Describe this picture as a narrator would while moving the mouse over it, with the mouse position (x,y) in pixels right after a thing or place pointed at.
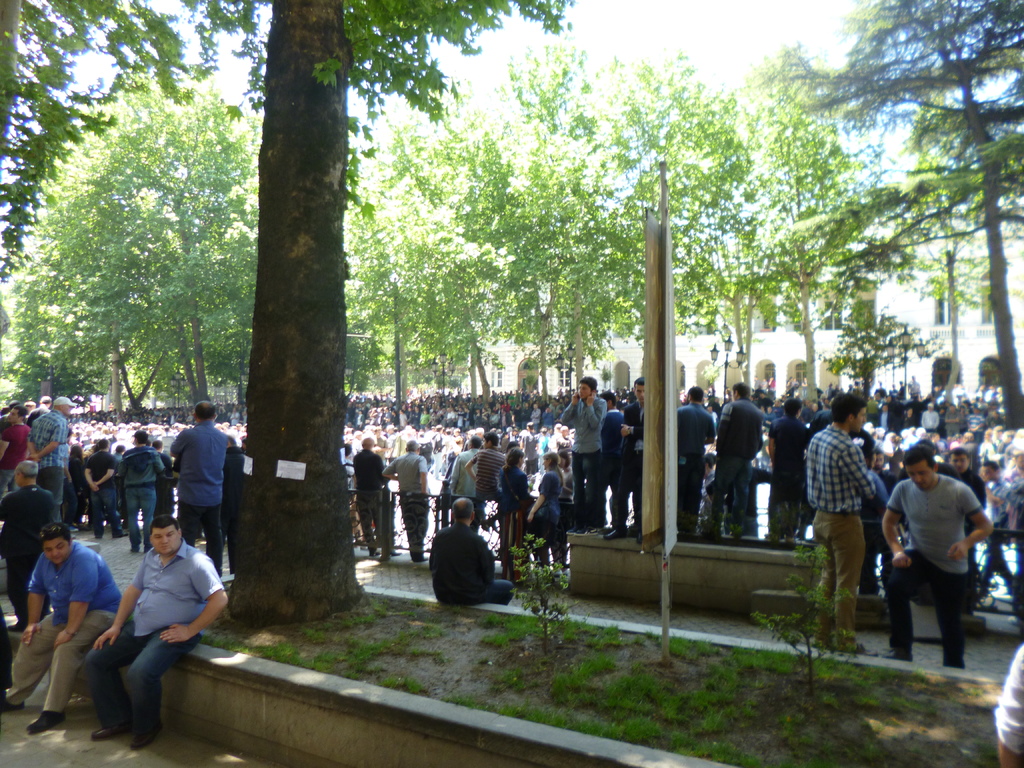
In this picture we can see a group of people (48,428) where some are standing and some are sitting, grass (363,640), fence (381,540), trees (315,491), building (910,301) with windows (944,311) and in the background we can see the sky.
